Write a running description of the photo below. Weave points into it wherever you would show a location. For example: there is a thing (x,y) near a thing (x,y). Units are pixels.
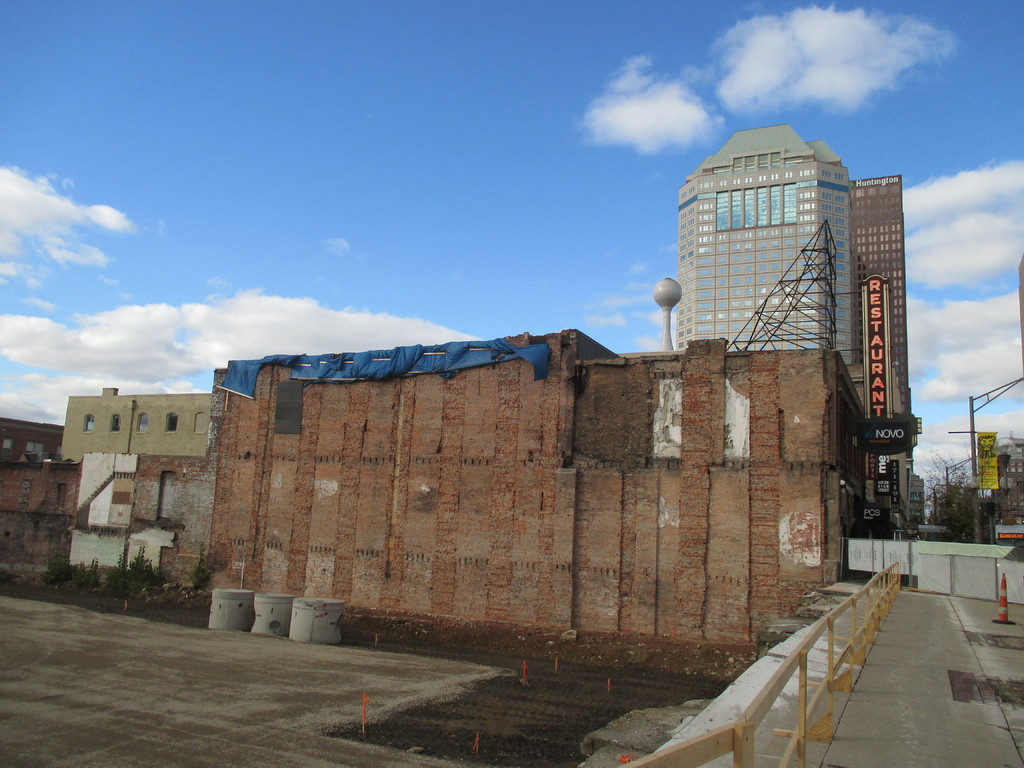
In this image there are buildings (581,502) and trees (947,516). We can see poles (975,479). On the right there is a traffic cone (1003,616). There are boards (892,461). In the background (932,425) there is sky (463,232).
